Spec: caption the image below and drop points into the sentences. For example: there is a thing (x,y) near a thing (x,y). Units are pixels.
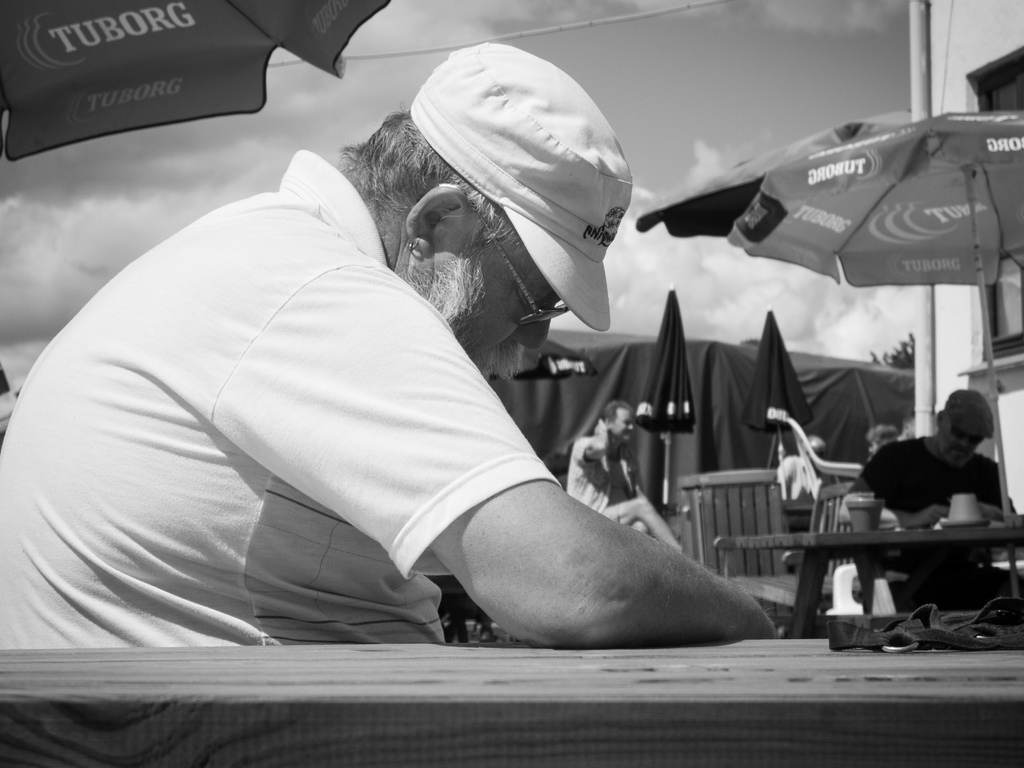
In this picture we can see three persons (928,494) sitting on the chairs (729,480). These are the tables (819,719). On the table (989,535) there are cups (857,522). Here we can see an umbrella (927,166). On the background (735,67) there is a sky (669,108) with heavy clouds (748,307).
